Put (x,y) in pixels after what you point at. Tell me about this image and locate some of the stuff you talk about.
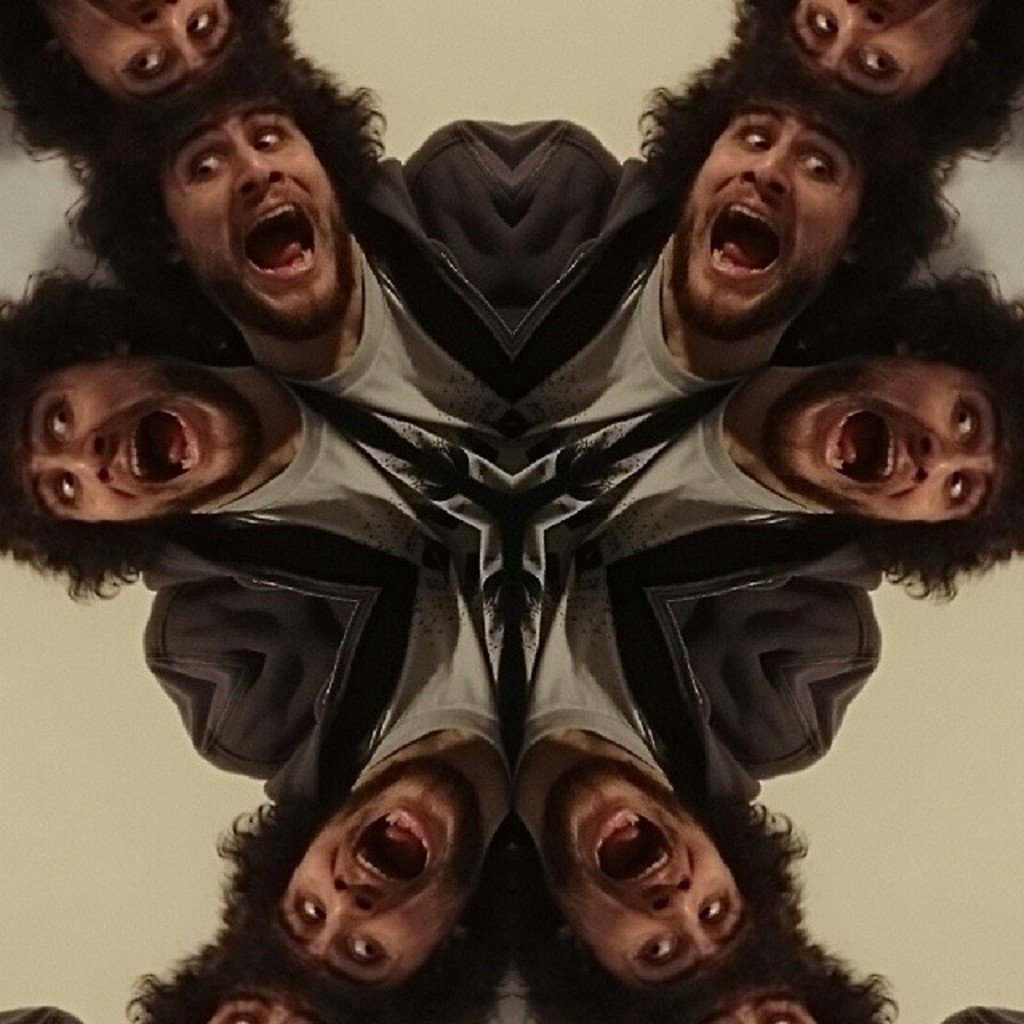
This is an edited image. In the image there is a man (602,264) in different angles.
